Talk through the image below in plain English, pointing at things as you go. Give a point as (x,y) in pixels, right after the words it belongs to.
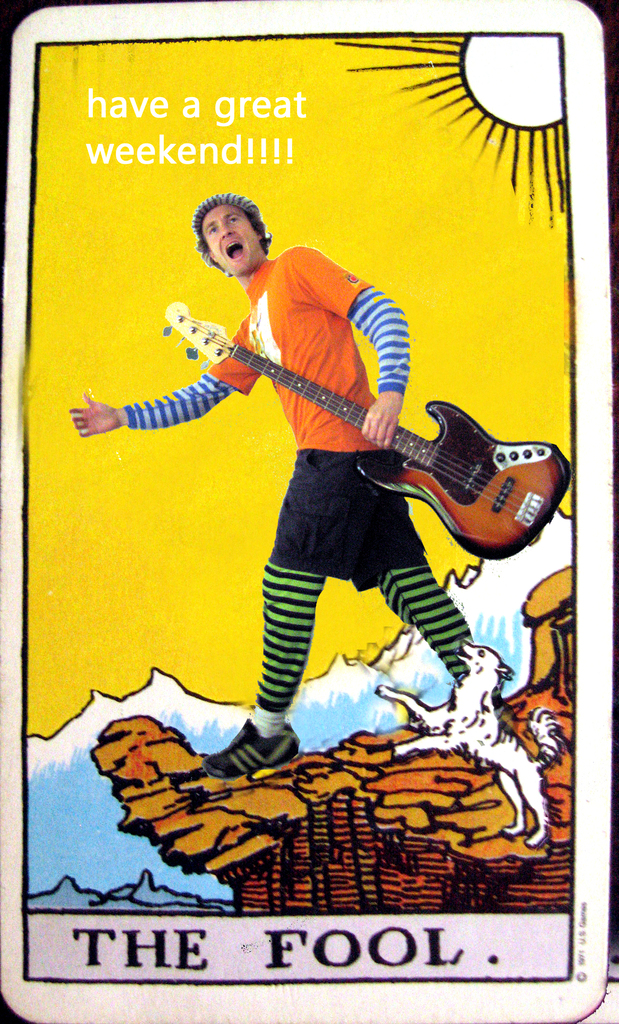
In this image I can see a person (293,632) is holding a guitar (520,530) on the cliff (397,815), animal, mountains (341,709) and the sky (241,665). This image looks like an animated photo.
